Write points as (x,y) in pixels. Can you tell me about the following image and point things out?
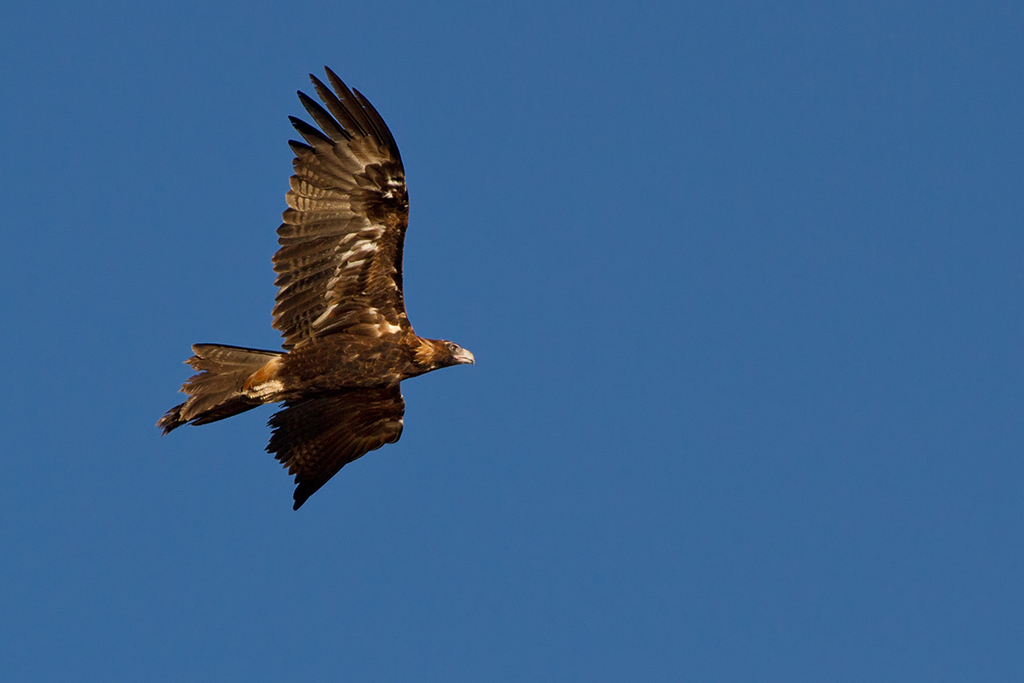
In this image I can see an eagle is flying in the air (676,384). This is the sky (721,381).
